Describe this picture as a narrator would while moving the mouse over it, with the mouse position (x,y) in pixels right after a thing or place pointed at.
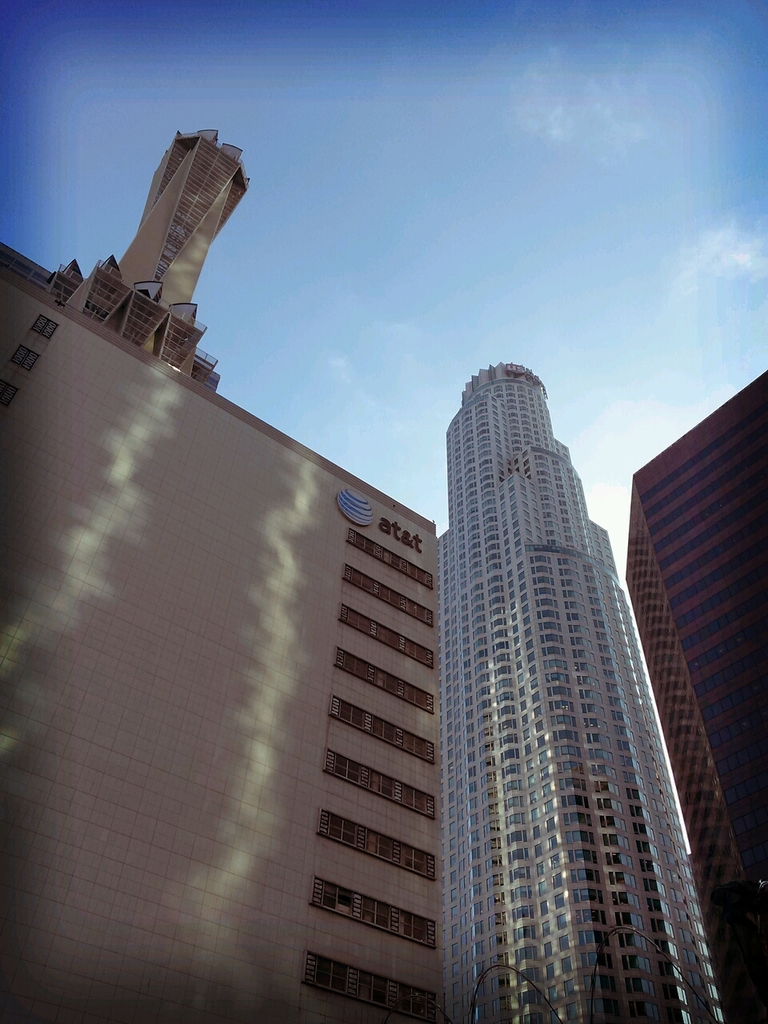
In this image in front (340,568) there are buildings (502,614). In the background of the image (499,233) there is sky (492,214).
